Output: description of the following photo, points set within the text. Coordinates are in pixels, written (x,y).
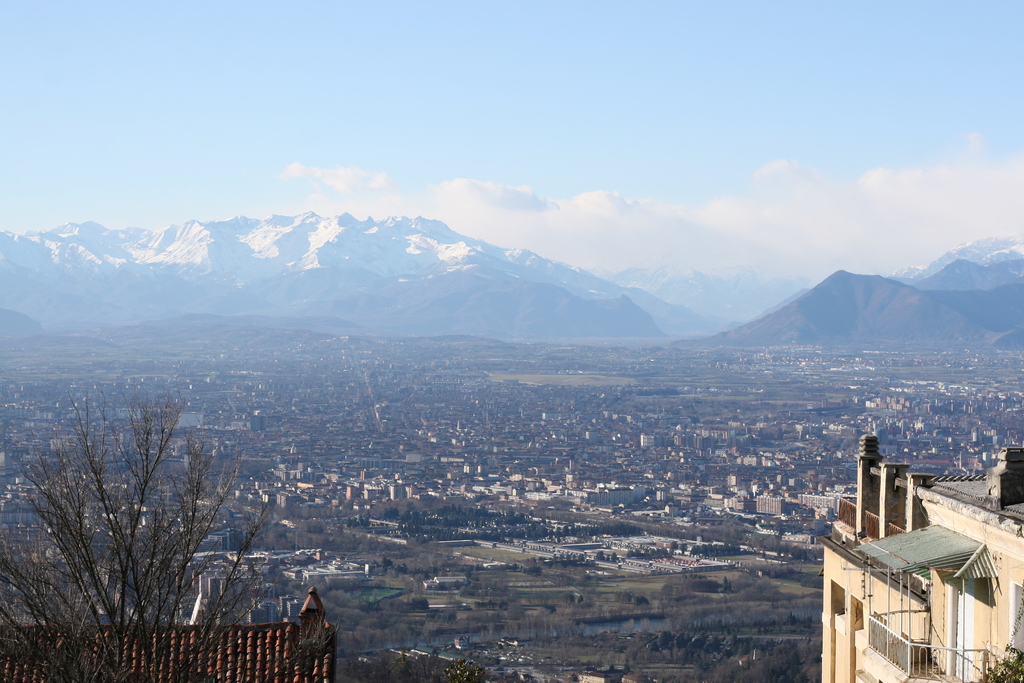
Left bottom of the image (86,613) we can see dried tree (239,580) and roof top (189,644). Here we can see buildings (756,485). Background we can see hills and sky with clouds (596,236).
